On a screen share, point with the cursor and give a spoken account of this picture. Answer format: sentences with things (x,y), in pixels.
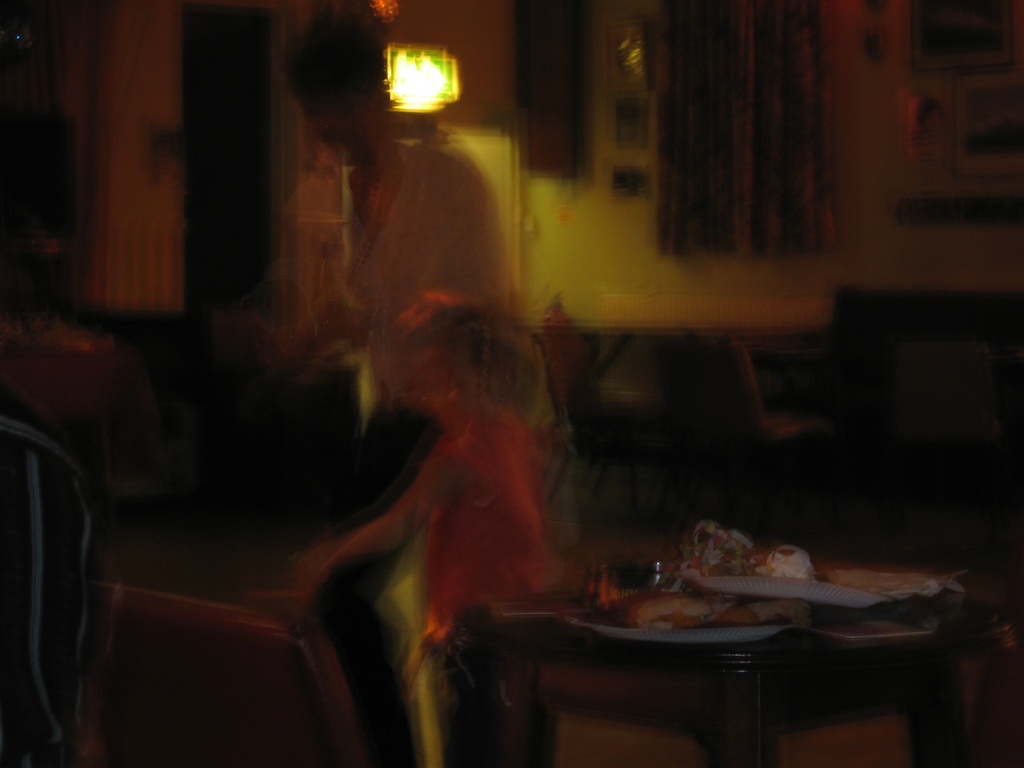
This image is little blurry but we can see 2 persons (428,467) here, a woman (409,409) and a kid (469,459). And here there is a table (743,686). In the background (417,82) we can see a light (423,80) here. On the left (25,571) there is a person (57,637).
